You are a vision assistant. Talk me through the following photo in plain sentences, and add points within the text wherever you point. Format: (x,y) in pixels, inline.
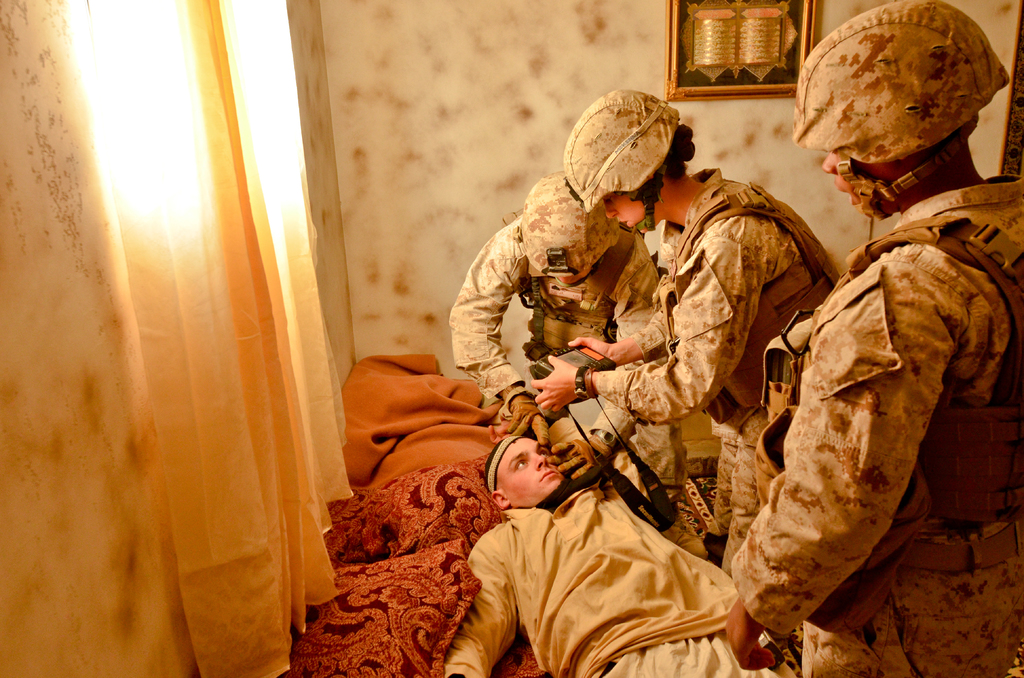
In this image, we can see few people (581,576). Few are in military dress (626,416) and wearing helmets (551,210). At the bottom (523,583), a person (476,569) is lying on the bed (441,576). Here a person (715,206) is holding some machine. Here there is a wall (435,185), curtain (243,307) and photo frame (705,76).
